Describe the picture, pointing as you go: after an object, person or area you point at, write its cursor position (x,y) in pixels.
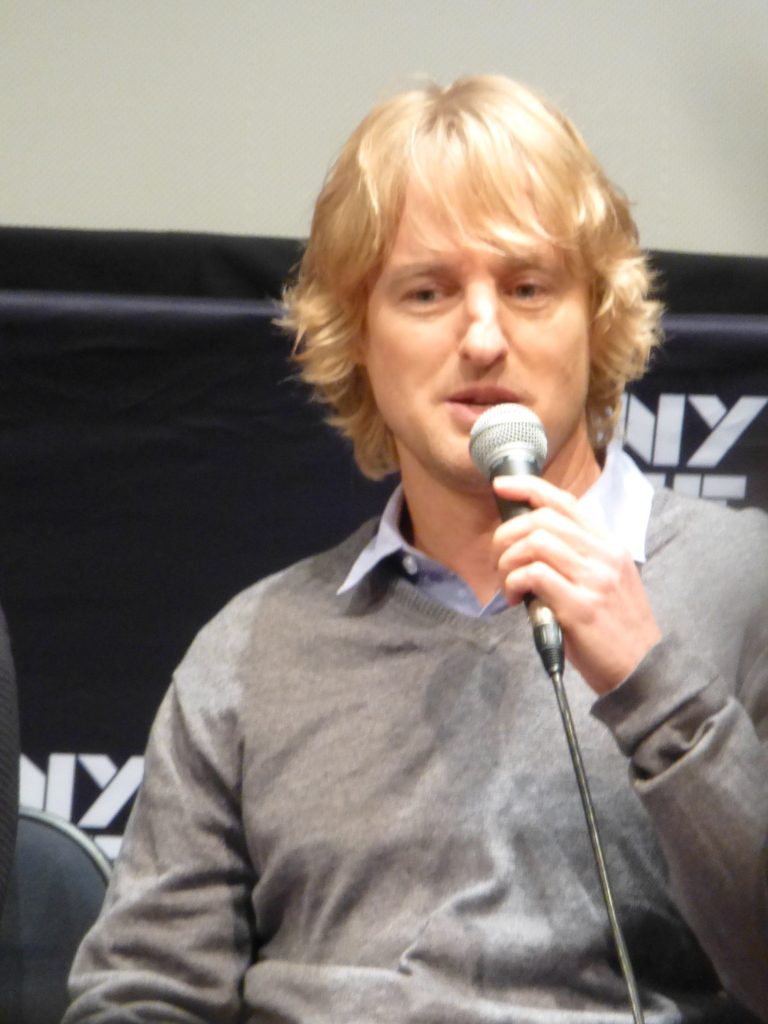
As we can see in the image there is a man (450,557) holding mic (503,513).
